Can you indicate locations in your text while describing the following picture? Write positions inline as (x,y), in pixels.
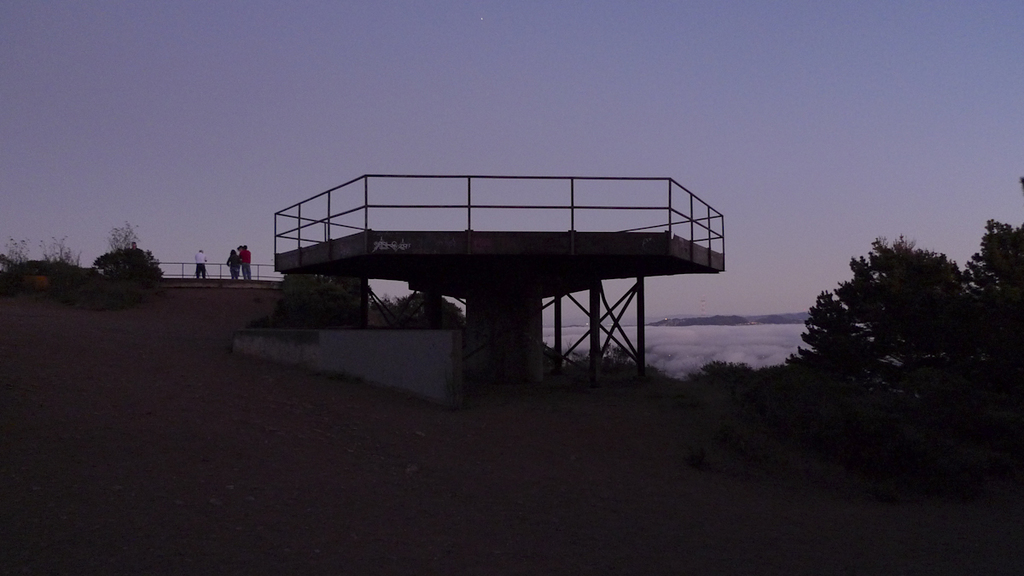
In the picture I can see people (233,265) are standing on the ground (228,314). I can also see trees (313,309). In the background (418,145) I can see fence (523,226) and the sky (523,226). The image is little bit dark.
